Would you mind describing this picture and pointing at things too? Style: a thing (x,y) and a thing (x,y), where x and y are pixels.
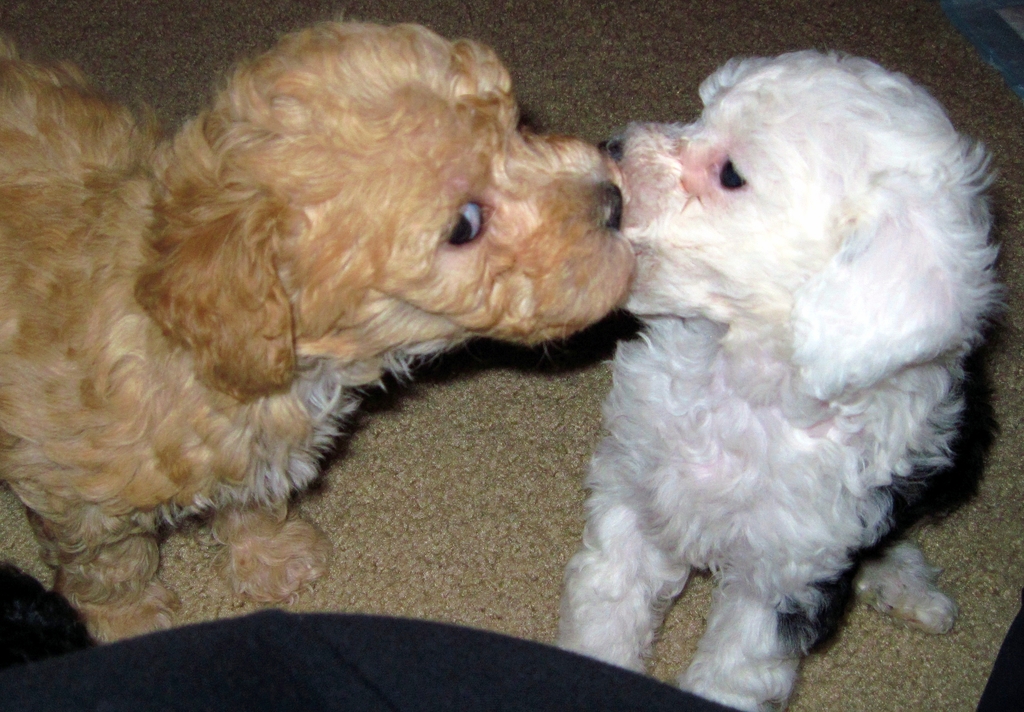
In this image we can see white and brown color dogs (687,435) on the carpet (521,532).
